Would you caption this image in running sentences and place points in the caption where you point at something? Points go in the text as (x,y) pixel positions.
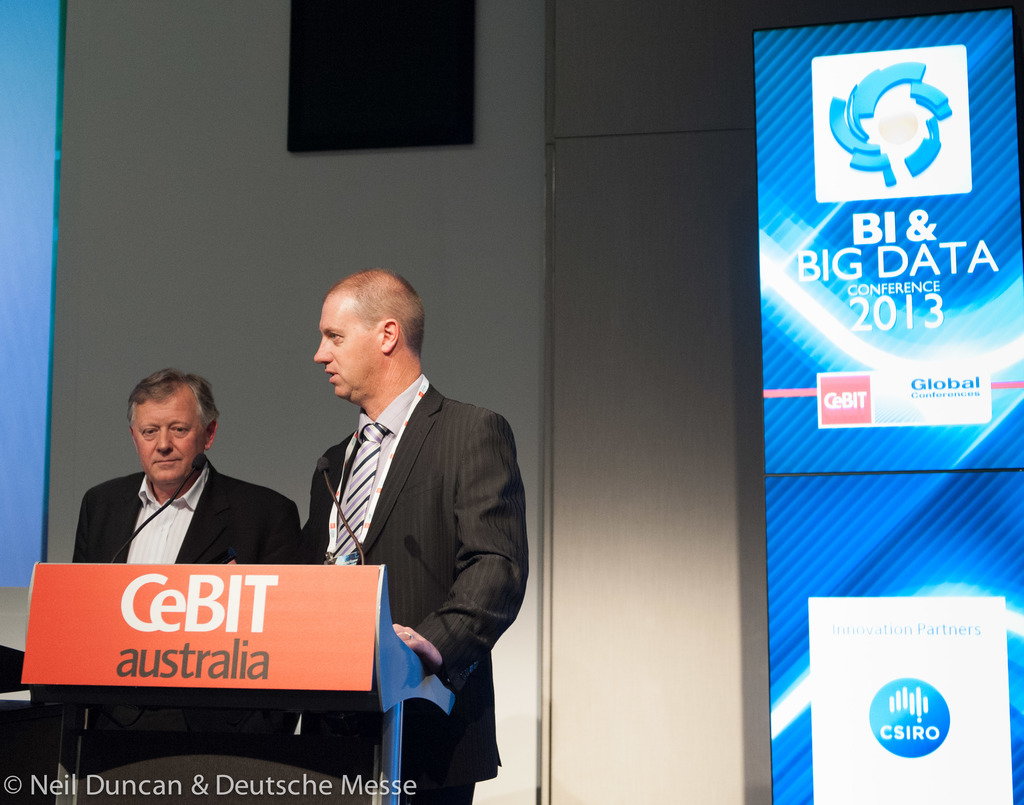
There are two men (478,634) talking on the mike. This is a podium (224,788). In the background (865,180) we can see hoardings (843,290) and a wall (484,280).
